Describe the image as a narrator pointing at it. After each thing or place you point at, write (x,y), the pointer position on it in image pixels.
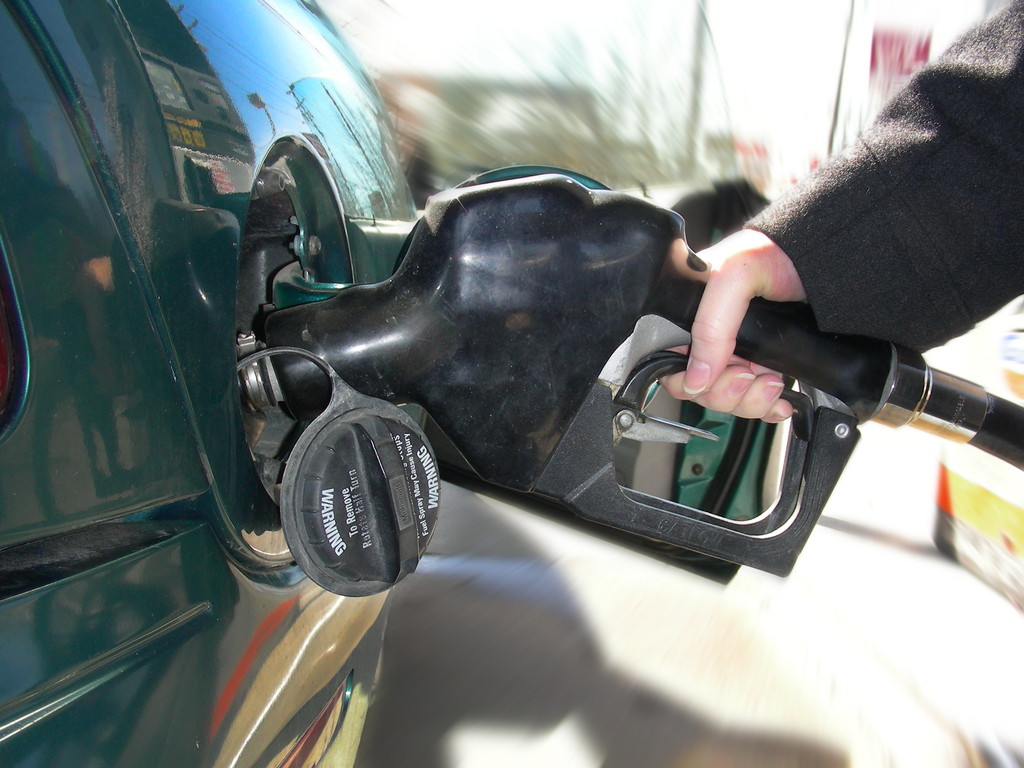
In the foreground of this picture (713,404), there is a person (954,200) holding a petrol pump pipe (648,355) and filling it in the car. In the background (481,96), we can see trees (601,129), poles (692,93), sky (540,9) and few banners (894,52).
